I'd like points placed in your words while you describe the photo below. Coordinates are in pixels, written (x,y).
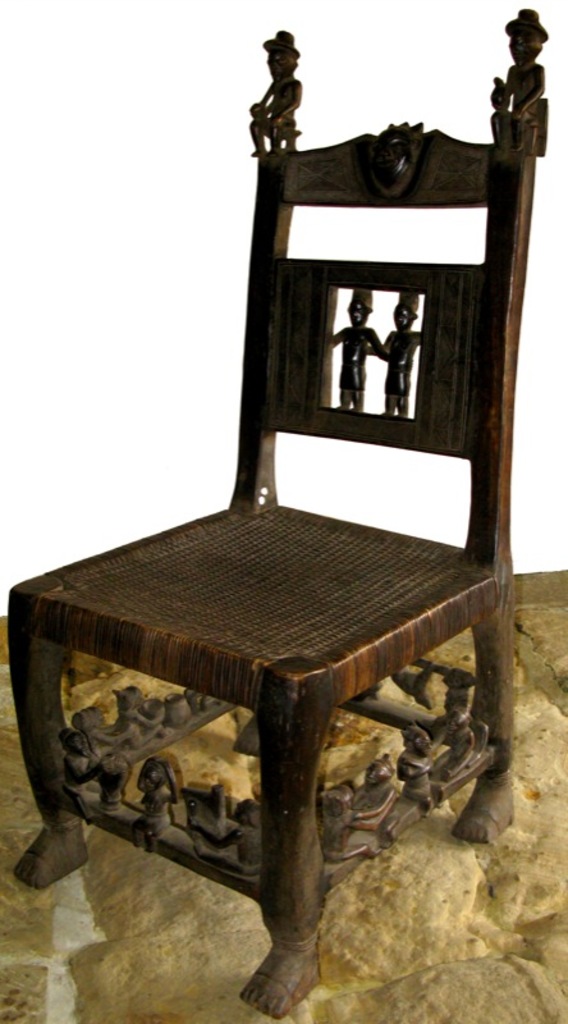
This image consist of an empty chair (268,657) which is in the center (326,626).
